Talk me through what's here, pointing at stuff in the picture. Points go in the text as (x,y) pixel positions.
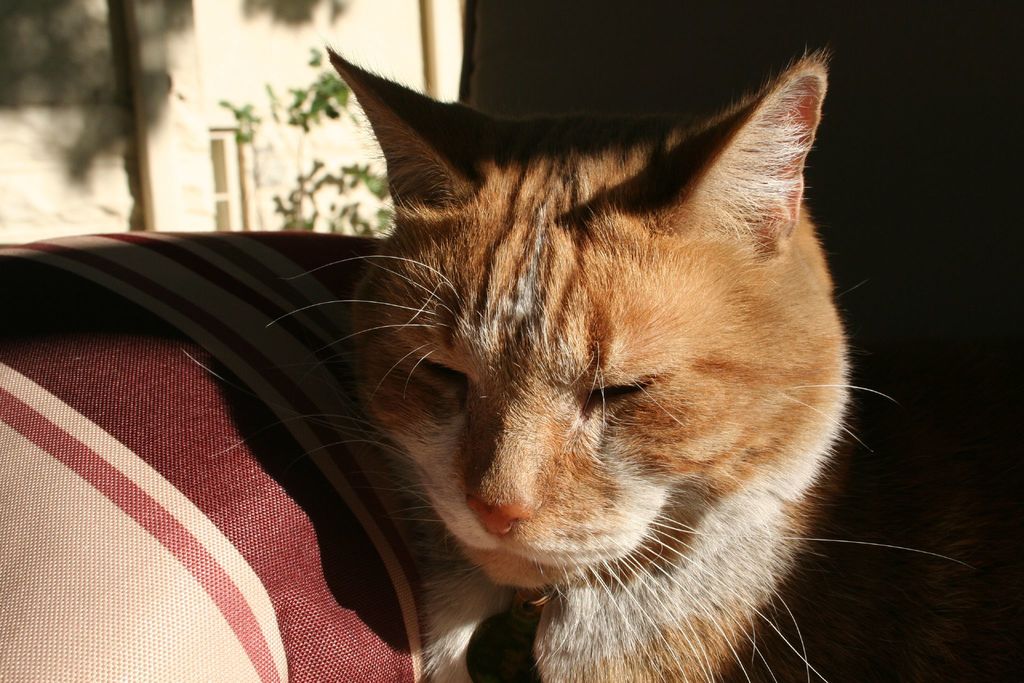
In this image, I can see a cat (595,538). On the left side of the image (166,596), there is a cloth (168,475). In the background (204,145), I can see a tree (310,112), pole (125,110) and a wall (300,146).
